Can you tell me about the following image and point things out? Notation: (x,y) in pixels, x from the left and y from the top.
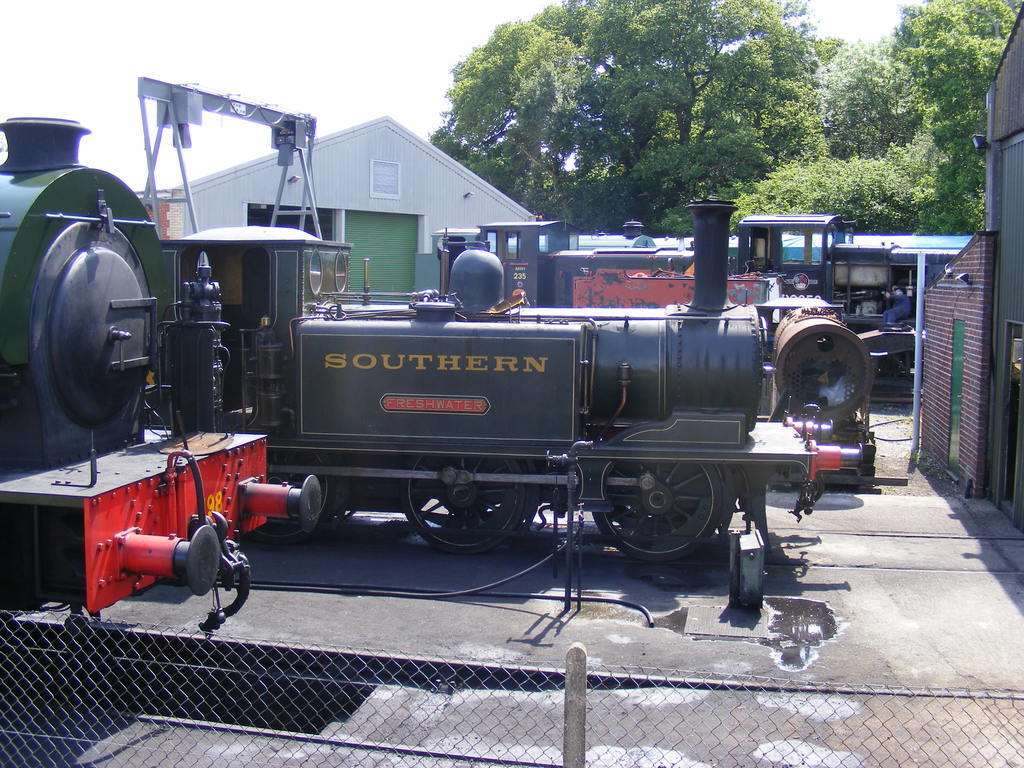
In this picture there is a small train engine (648,522) parked in the front side (627,523). Behind there are white and green color shade house (411,219). In the background (606,78) there are some green trees (567,77).
